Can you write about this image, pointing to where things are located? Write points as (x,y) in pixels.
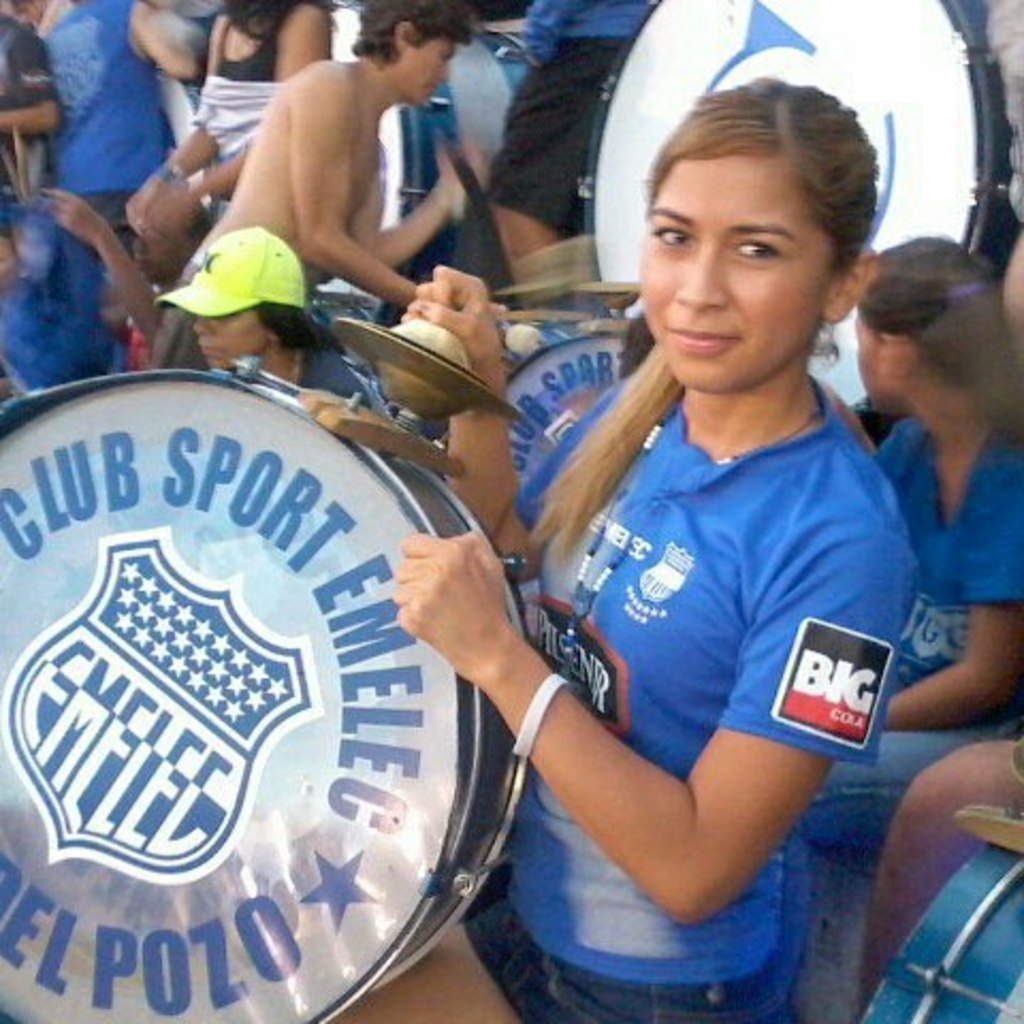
In this image I can see few people (498,312) where a woman (499,375) is standing and holding musical instruments (398,476). I can see most of them are wearing blue dress (83,77).
